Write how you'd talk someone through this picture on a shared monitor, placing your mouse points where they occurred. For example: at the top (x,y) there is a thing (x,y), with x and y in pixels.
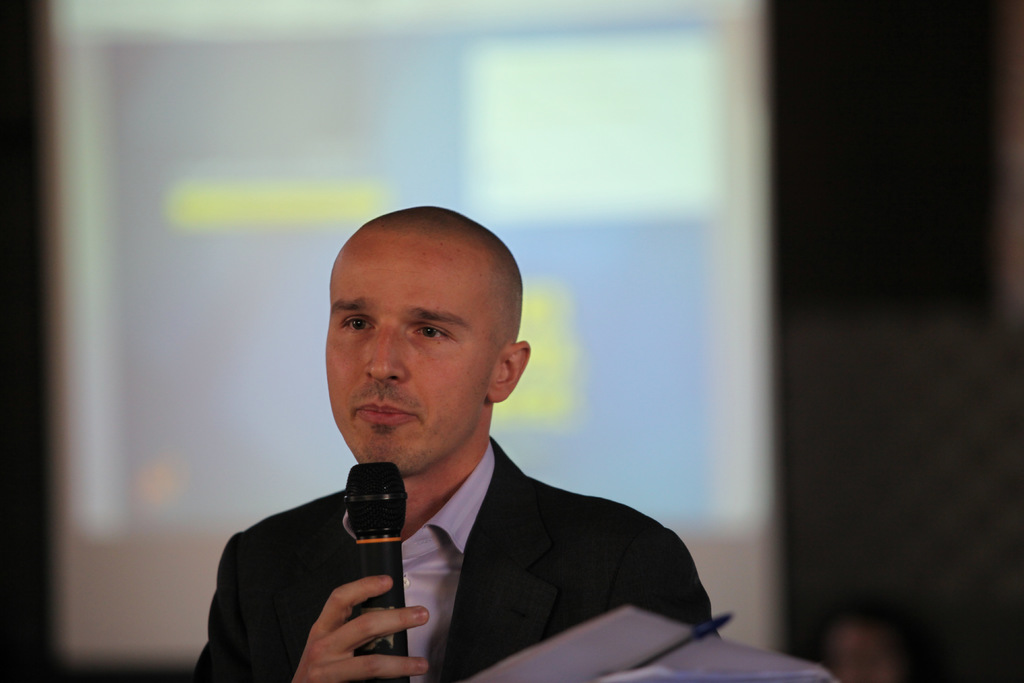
This picture shows a man (341,343) standing and he is holding a microphone (391,562) in his hand (367,587) and we see papers (654,653) with a pen (706,625). He wore a black coat (467,563).
